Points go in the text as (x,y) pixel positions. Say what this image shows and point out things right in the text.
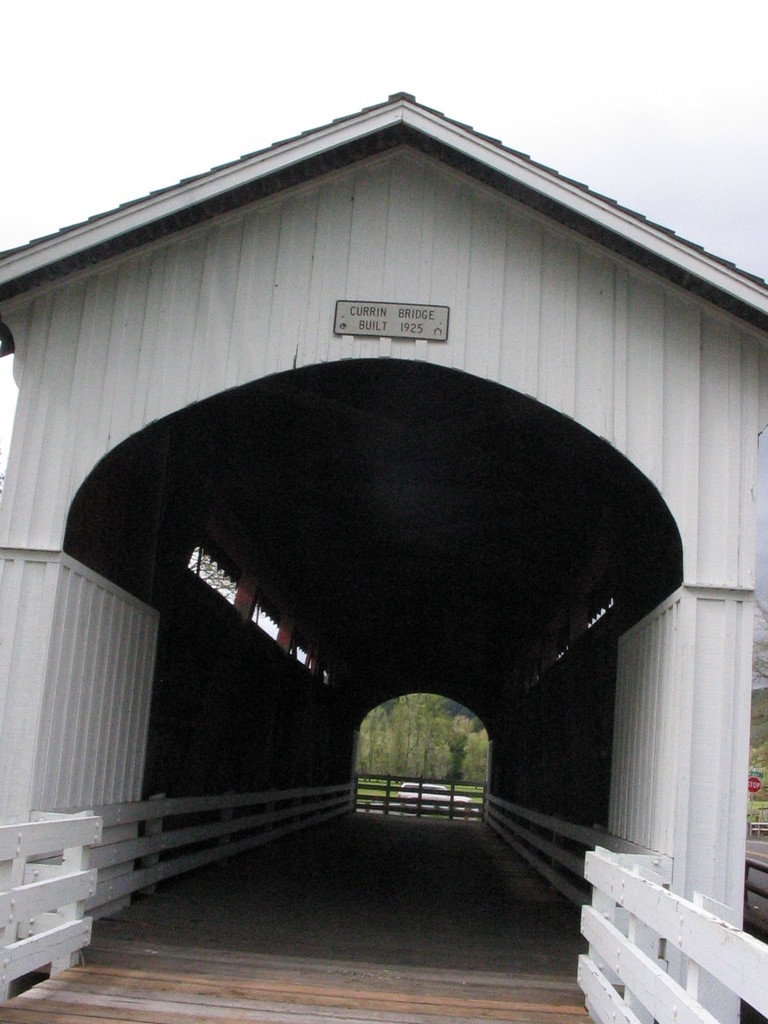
In the center of the image (489,396), we can see a bridge (317,353) and there is a board (355,309) on it. In the background (456,704), there are trees (387,747) and we can see a vehicle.
